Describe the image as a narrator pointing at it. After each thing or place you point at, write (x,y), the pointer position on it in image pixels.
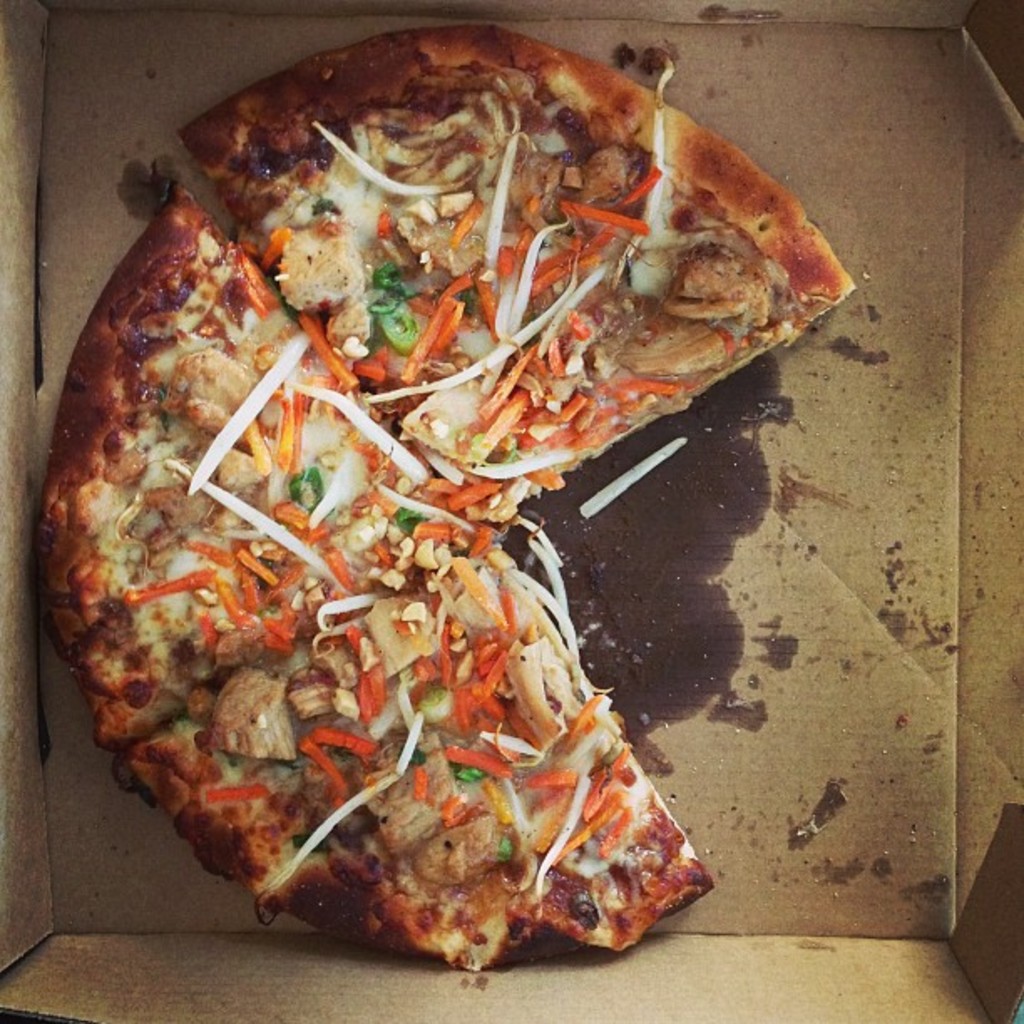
In this image there is a pizza (379,330) in the cardboard box (971,150). On the pizza (387,773) there are few vegetable slices (377,716).
